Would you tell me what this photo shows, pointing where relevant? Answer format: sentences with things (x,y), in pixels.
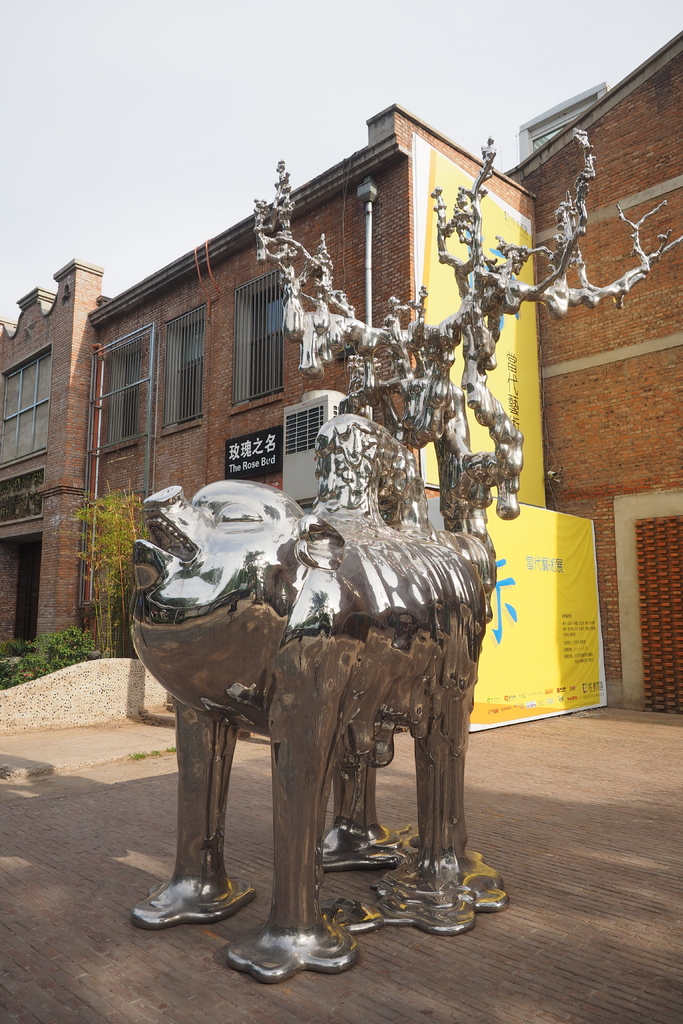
This image contain a statue (340,535) of an animal (410,569) on which tree (371,343) is placed. Behind that, we see a building (273,372) which is brown in color and beside that building (549,441), we see a board (530,544) which is yellow in color and we even see some text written on that building (81,597). In front of building (96,622), we see tree (122,596). On top of the picture (191,119), which is sky (228,163) which is white in color.
